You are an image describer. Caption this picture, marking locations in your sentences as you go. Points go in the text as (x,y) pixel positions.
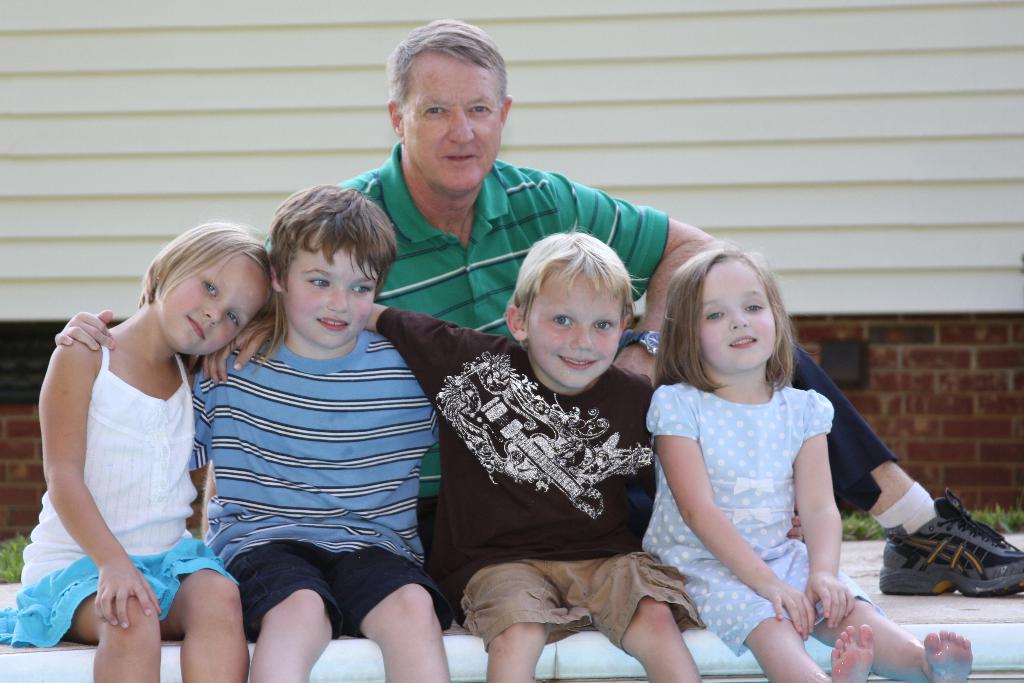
This image consists of five persons (115,461). In the front (203,396), we can see four children (710,580) sitting. In the background (479,282), there is a man (479,282) wearing a green T-shirt (535,198) is sitting. And we can see a wall (948,202) along with green grass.
